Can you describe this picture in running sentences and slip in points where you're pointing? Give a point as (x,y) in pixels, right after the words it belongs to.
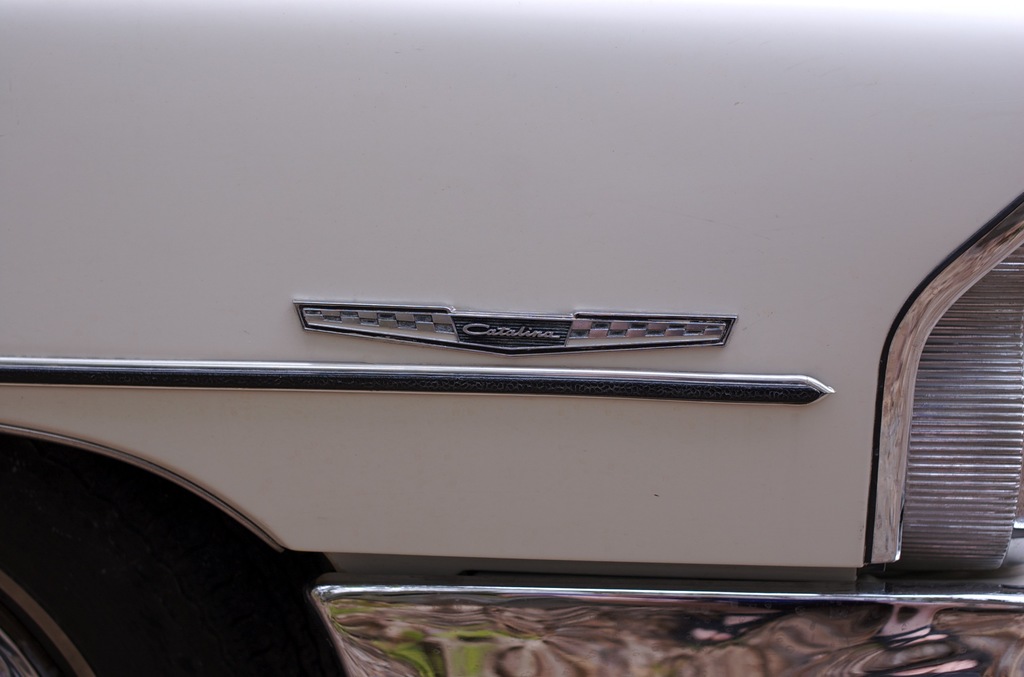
Here in this picture we can see a close up view of a car (158,156) from side and we can see a logo (328,318) present on it and we can also see a light (957,375) present on the right side (914,396) and on the left side (50,524) we can see a wheel (151,560) with Tyre (119,610) present.
